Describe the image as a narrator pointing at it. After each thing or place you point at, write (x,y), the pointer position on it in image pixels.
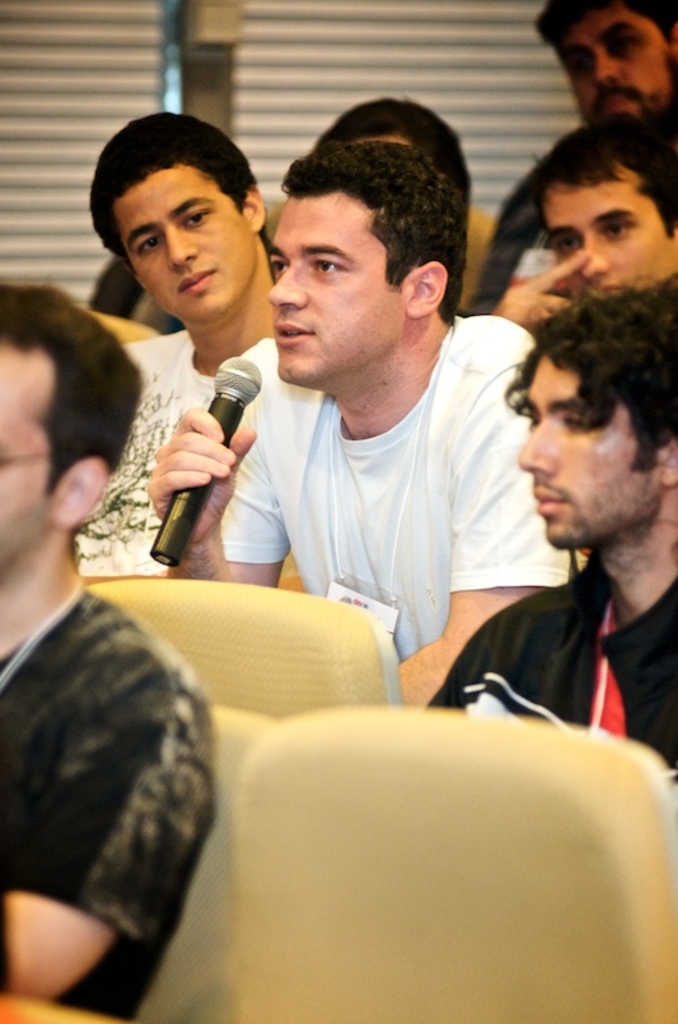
In this image I see few people (643,188) and all of them are sitting on chairs (355,948), I can also see a man (342,341) who is holding a mic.
